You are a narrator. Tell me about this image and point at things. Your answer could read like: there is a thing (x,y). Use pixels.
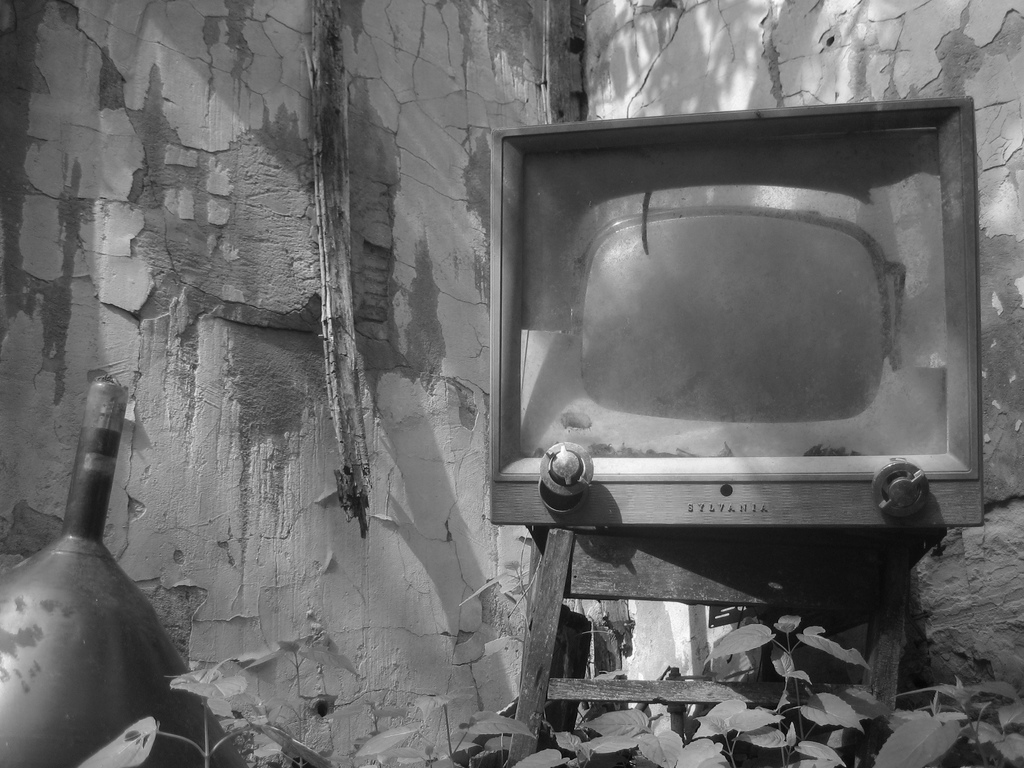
In this image I can see a TV (726,482) and other objects (125,617). Here I can see plants (716,727) and a wall (264,250). This picture is black and white in color.
